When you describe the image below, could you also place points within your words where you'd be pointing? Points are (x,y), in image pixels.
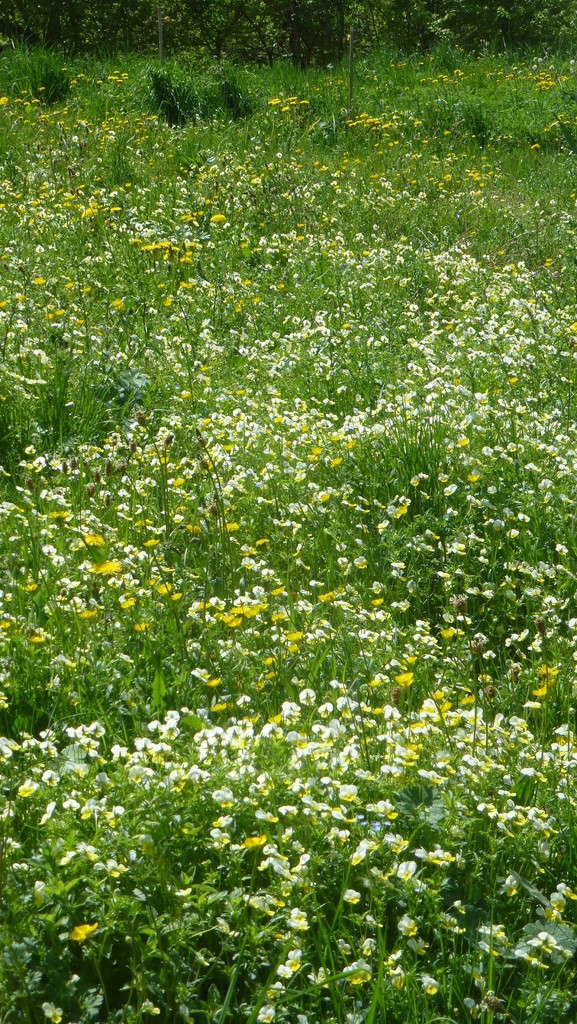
In this image there are plants (280,343) and flowers (210,174).
